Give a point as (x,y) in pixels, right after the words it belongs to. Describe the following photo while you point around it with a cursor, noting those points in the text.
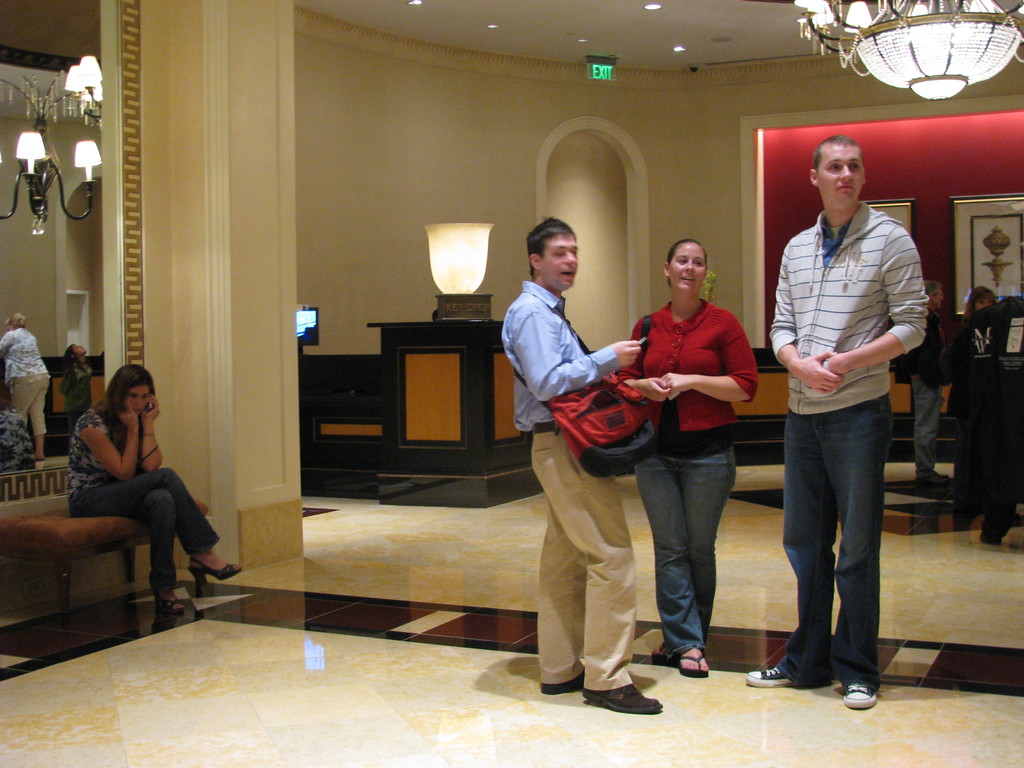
In this picture there is a man (551,600) who is wearing shirt (544,351) and shoes (573,690). He is holding a red bag (591,442), besides him there is a woman (707,315) who is wearing red shirt (689,370), jeans (660,566) and slippers (684,653). Besides her there is a man (894,301) who is wearing hoodie (878,295), t shirt (830,235), jeans (835,495) and shoes (783,680). In the top right corner (828,48) there is a chandelier (933,22). On the left (163,553) there is a woman (143,514) who is sitting on the bench (104,524) and holding a mobile phone (146,412). Beside her there are some people (13,345) were standing near on the wall (219,346). In the back (917,381) I can see some people (958,365) were standing near to the frames (964,282). At the top (606,70) I can see the lights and exit sign board (592,71). Beside the table (398,368) there is a door (586,242).
